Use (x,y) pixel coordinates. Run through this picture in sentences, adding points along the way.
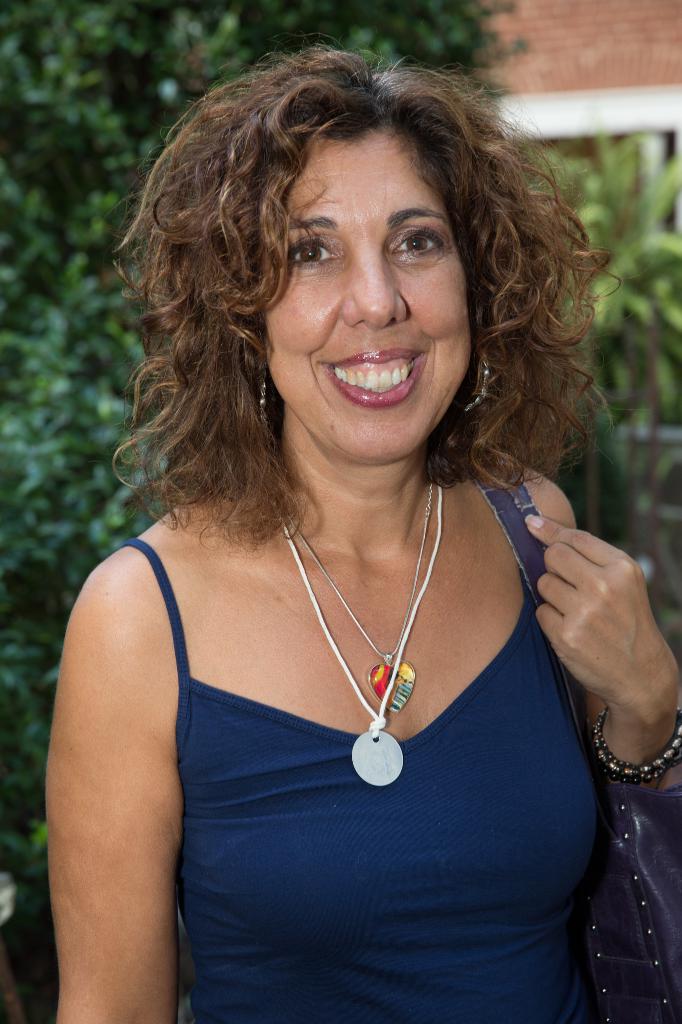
There is a woman (191,395) standing and smiling and carrying a bag (640,844). In the background (165,5) we can see trees (126,47) and roof top (574,122).
